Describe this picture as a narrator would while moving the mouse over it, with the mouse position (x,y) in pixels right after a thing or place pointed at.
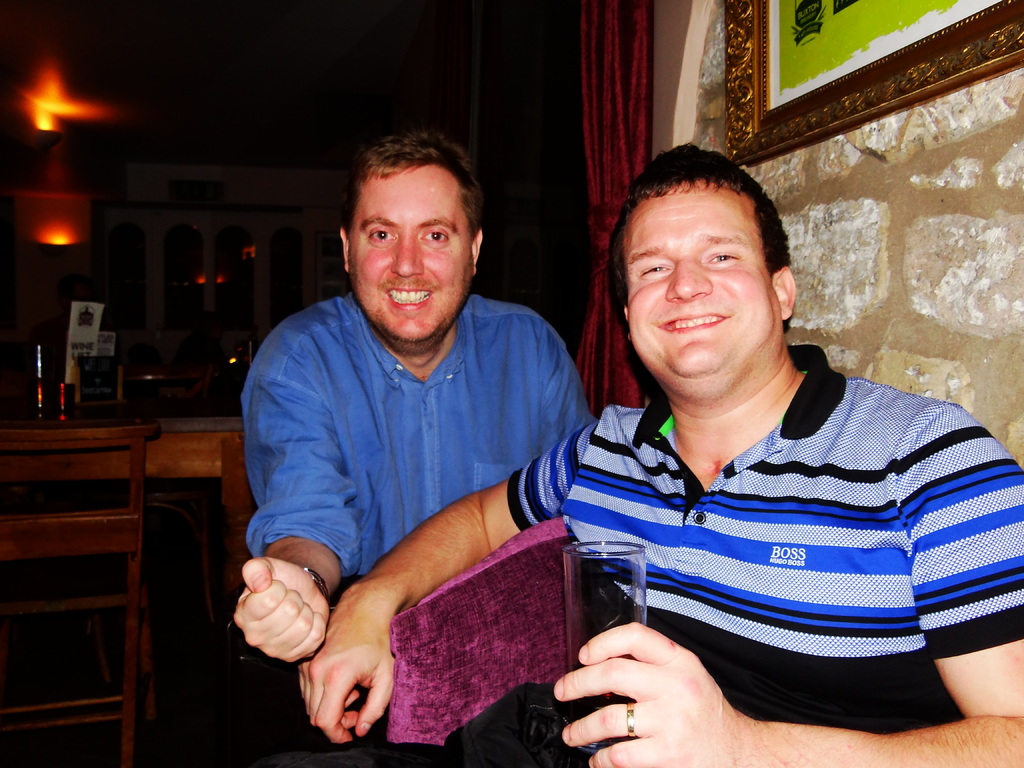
These two persons (409,525) are sitting on a chair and holding a glass (608,628) and smiling. We can able to see chairs (56,447) and tables (122,402). On top (45,90) there are lights (53,102). A picture (789,100) on wall (710,125).
